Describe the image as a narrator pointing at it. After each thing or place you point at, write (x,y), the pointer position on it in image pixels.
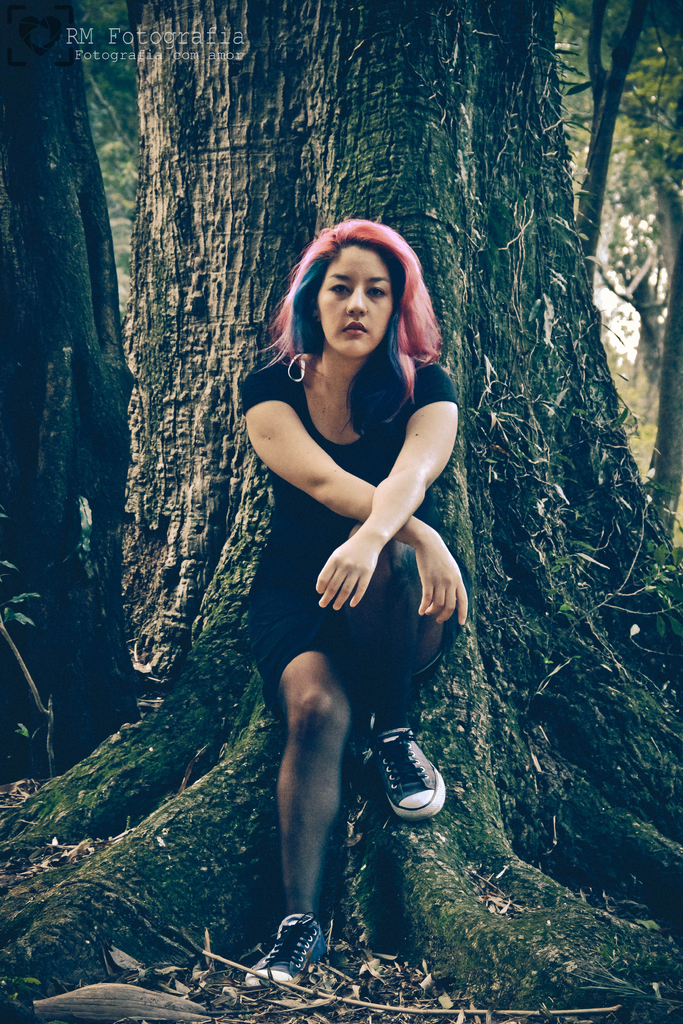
In this picture we can see a woman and in the background (167,739) we can see trees (243,256), in the top left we can see some text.
